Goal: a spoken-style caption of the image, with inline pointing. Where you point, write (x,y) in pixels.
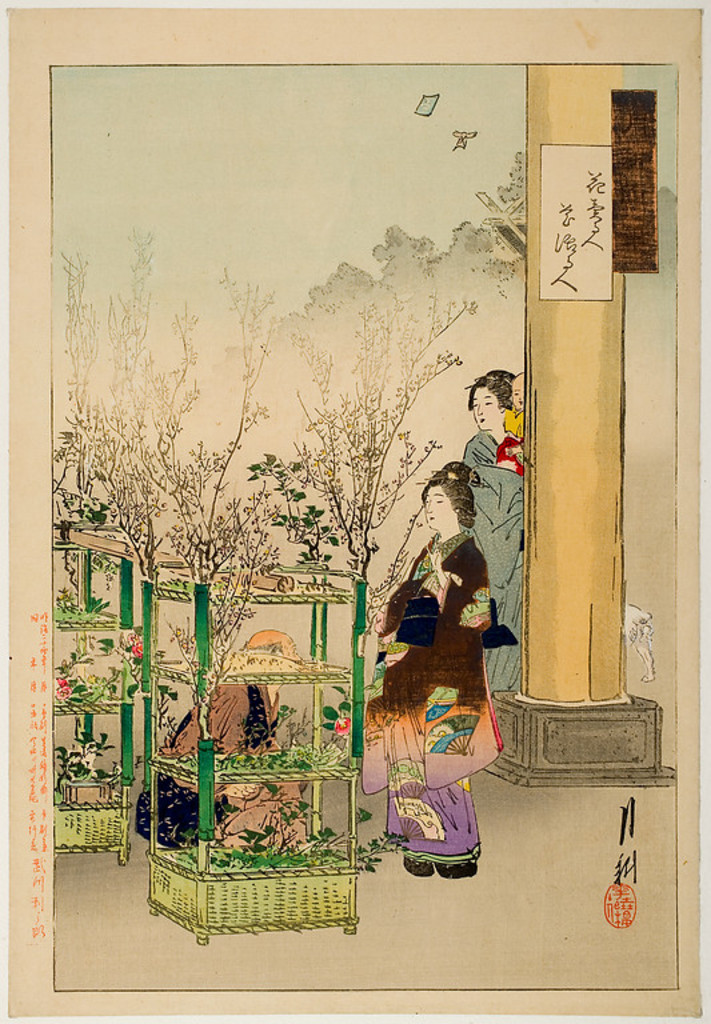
This is a paper (285,452) and here we can see pictures (395,472) of some people (486,456), plants (198,559) and stands (242,677) and we can see a pillar (537,209).
